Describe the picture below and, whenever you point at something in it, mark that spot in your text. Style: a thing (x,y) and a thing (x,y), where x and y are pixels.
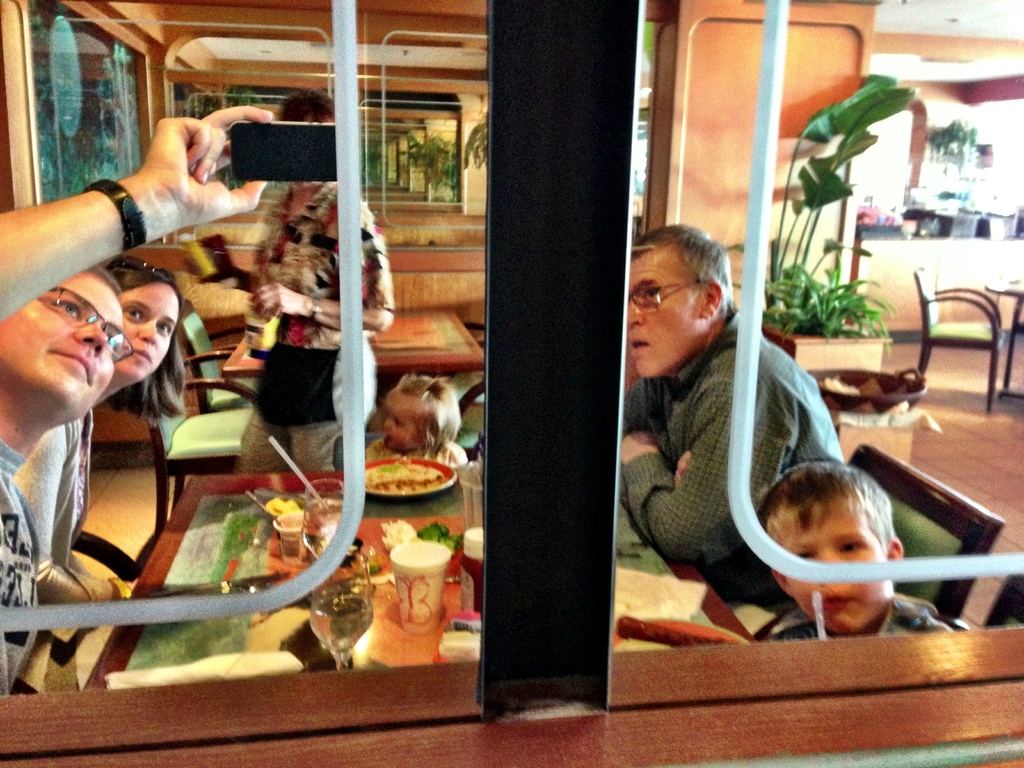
In the image we can see few persons (673,490). In the center (449,428) we can see one woman (312,380) standing and one baby (431,427) sitting on the chair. On the left side (13,560) we can see two persons (36,495) were sitting, the man (72,346) he is taking selfie. On the right side (771,504) we can see two persons (797,504) were sitting around the table (395,600). On table (428,505) we can see some food items (426,531). And back of them we can see plant pot (838,344), tables (464,330), chairs (923,315) and the few more objects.
